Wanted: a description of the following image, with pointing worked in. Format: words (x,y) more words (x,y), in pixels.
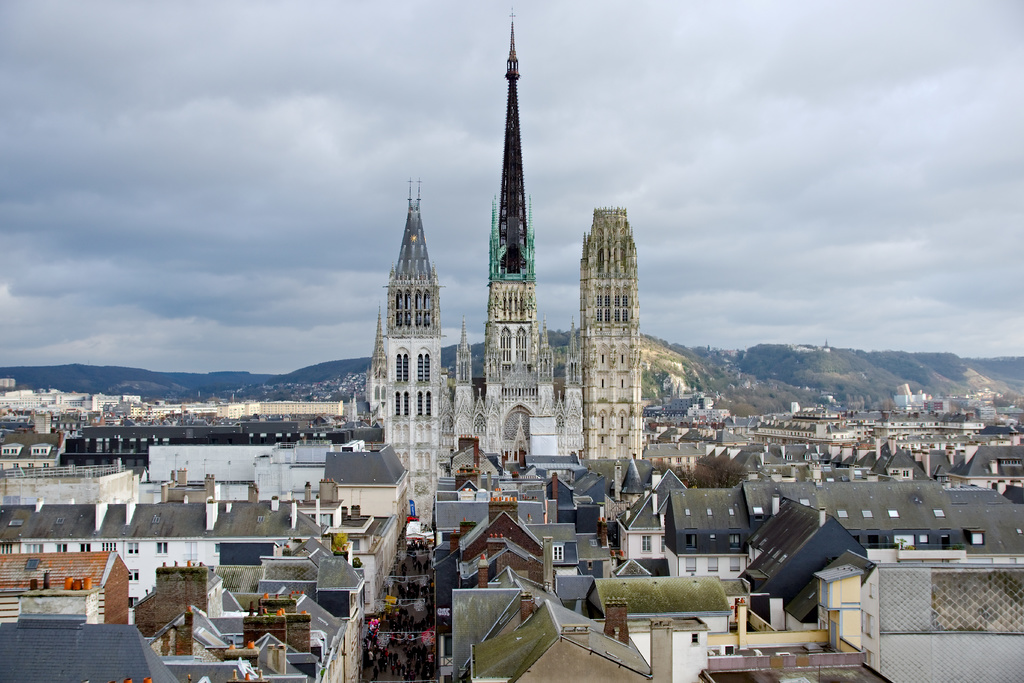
In this image I can see number of buildings (472,530), a street (422,623), few persons (412,553) standing on the street (410,608) and few orange colored objects (249,644). In the background (670,425) I can see few buildings (698,421), few mountains (744,402) and the sky (635,200).
